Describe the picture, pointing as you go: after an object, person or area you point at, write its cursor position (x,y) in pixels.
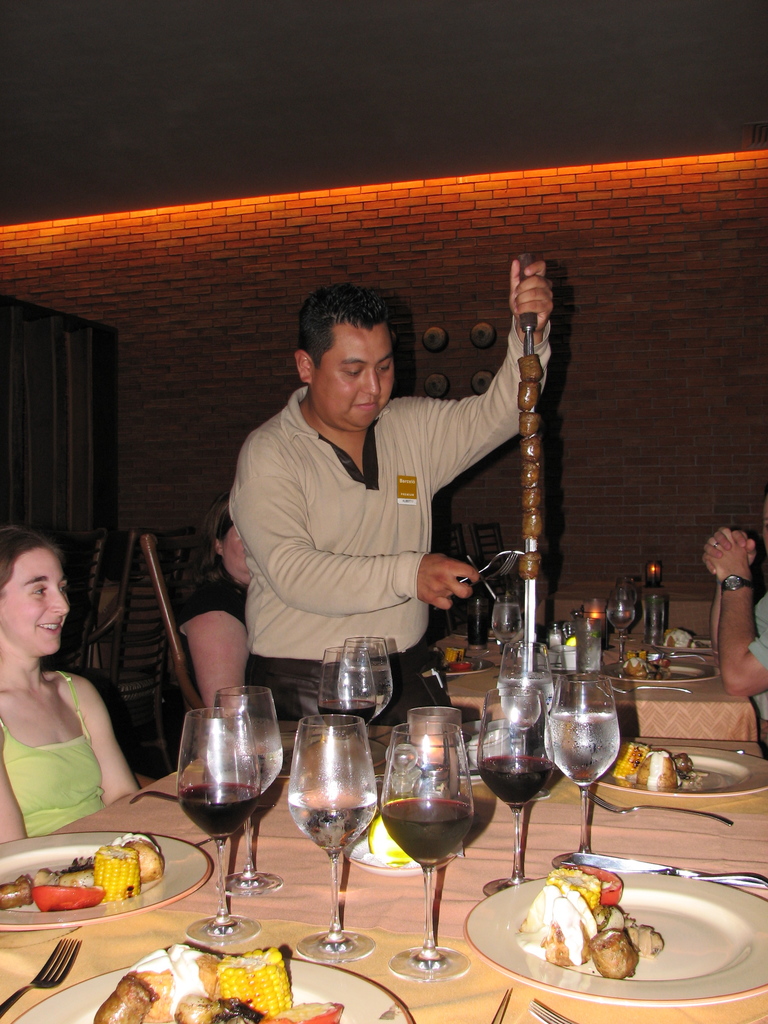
In this image there is a man (369,386) standing, he is holding an object (531,513), there are women (219,550) sitting on the chair (123,608), there are tables (557,750), there are clothes (531,810) on the tables (474,829), there are objects (524,672) on the tables (552,791), there is a wall (592,570), there are objects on the wall (650,358).
